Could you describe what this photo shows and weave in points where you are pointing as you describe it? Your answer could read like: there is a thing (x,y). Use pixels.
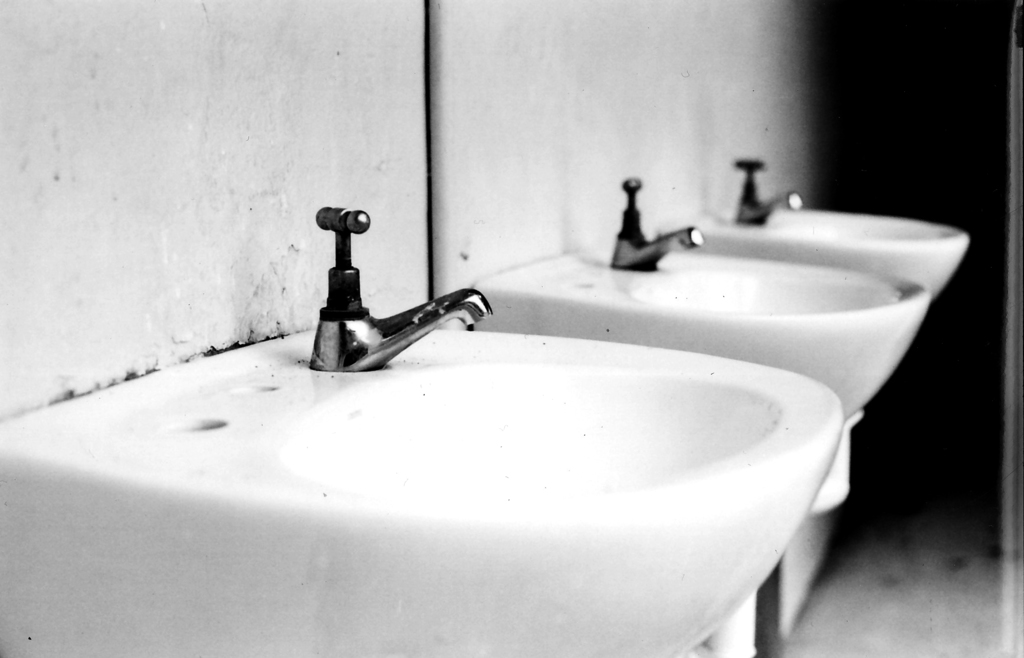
This is a black and white picture, in this image we can see some sinks (572,332) attached to the wall (285,323).
